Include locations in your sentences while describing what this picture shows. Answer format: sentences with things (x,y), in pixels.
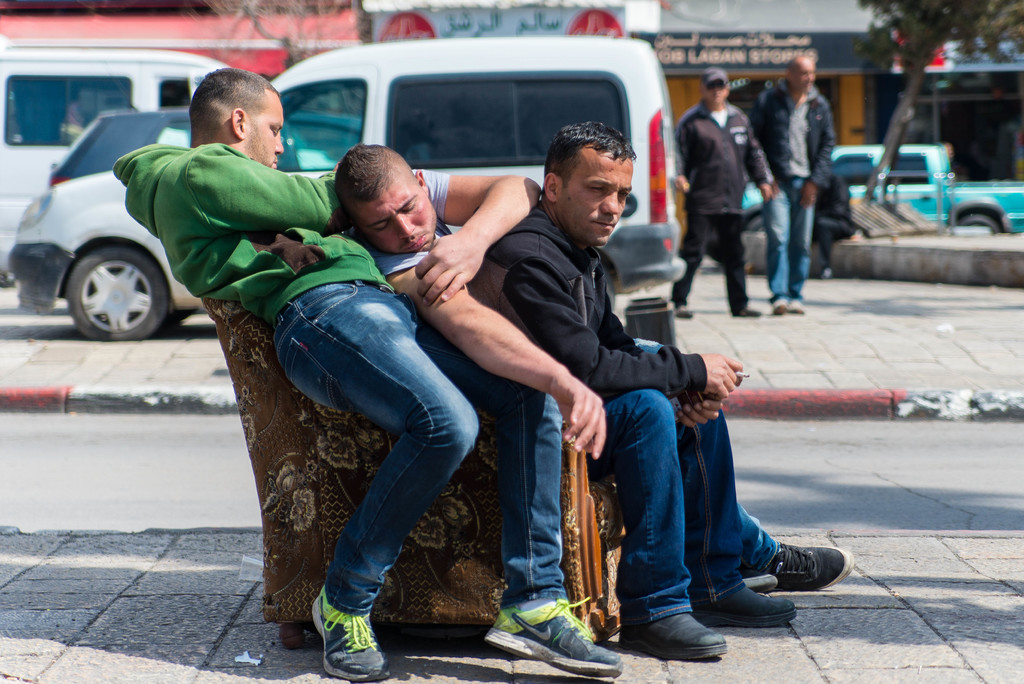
In this picture there are three men (388,327) sitting on a chair (436,604) on path (444,638). In the background of the image (641,121) there are people (817,94) and we can see vehicles (442,127), trees (979,47) and boards (712,51).
